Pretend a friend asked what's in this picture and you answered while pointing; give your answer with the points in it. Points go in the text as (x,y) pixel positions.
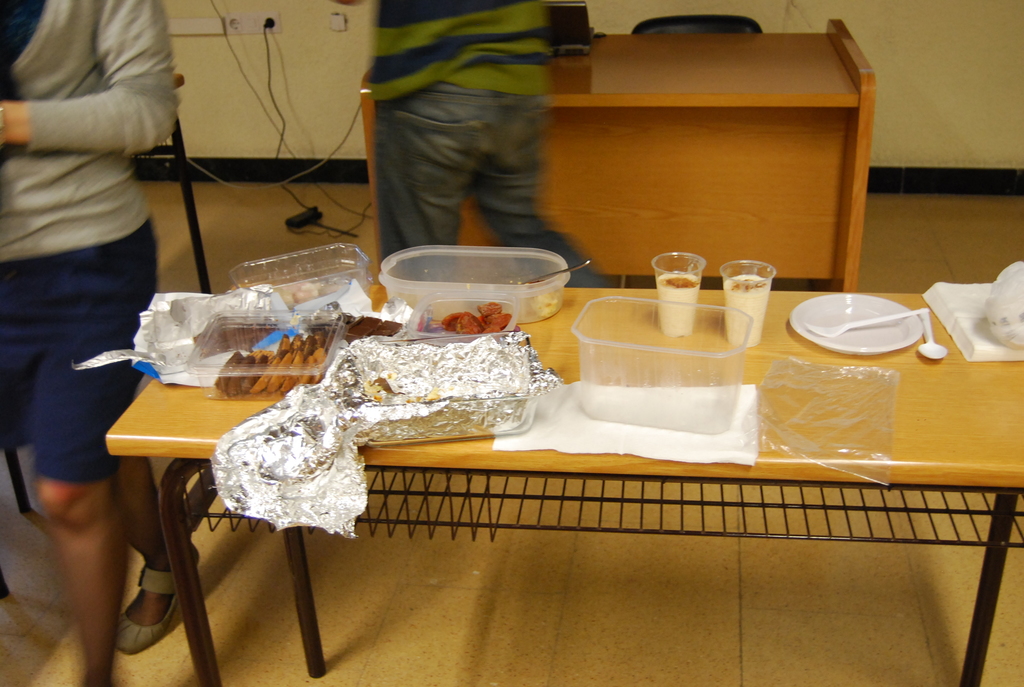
In this picture we can see two persons (31,118) walking and in front (399,468) we can see table (416,471) and on table (605,471) we have box (474,282), aluminium foil (515,333), glass (744,307), plate (854,316), spoons (928,339), plastic cover (800,406), tissue paper (607,425) and some food (293,359) and in the background (246,29) we can see switch board (250,28), wires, other table (690,44) with chair (680,29).
